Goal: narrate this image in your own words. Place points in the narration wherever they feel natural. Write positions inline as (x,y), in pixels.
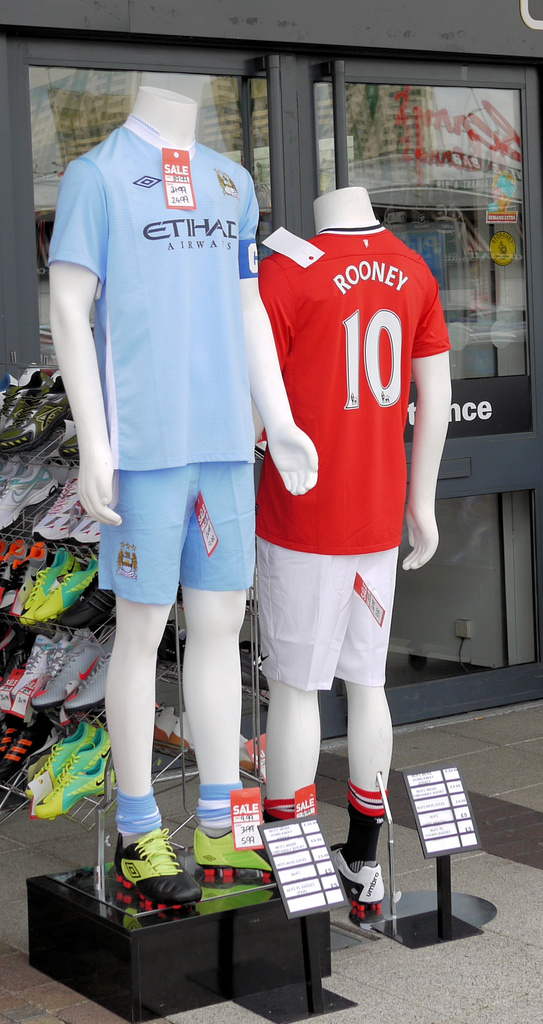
I can see two mannequins (287,414) with T-shirts (340,390), shorts (347,601), socks (356,815) and shoes (378,891). This is the price tag (300,798) attached to the clothes (238,242). These are the boards (335,874). I can see few pairs of shoes (34,600), which are arranged in the rack (96,802). This is the glass door (404,119).
